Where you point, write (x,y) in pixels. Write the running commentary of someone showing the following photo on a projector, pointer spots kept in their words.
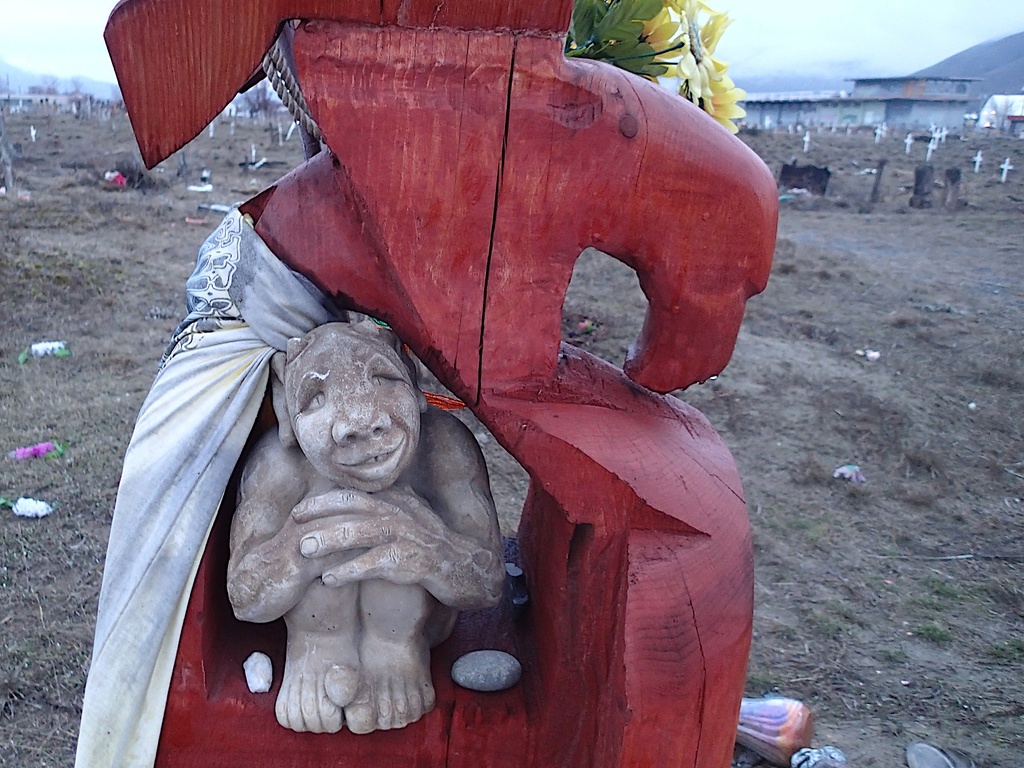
This image consists of a sculpture (277,475). It looks like it is made up of wood (374,300). At the bottom (951,613), there is ground (962,295). In the background (928,121), there is a building (857,97). At the top (745,34), there is sky (743,51). On the right (984,102), there is a mountain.
